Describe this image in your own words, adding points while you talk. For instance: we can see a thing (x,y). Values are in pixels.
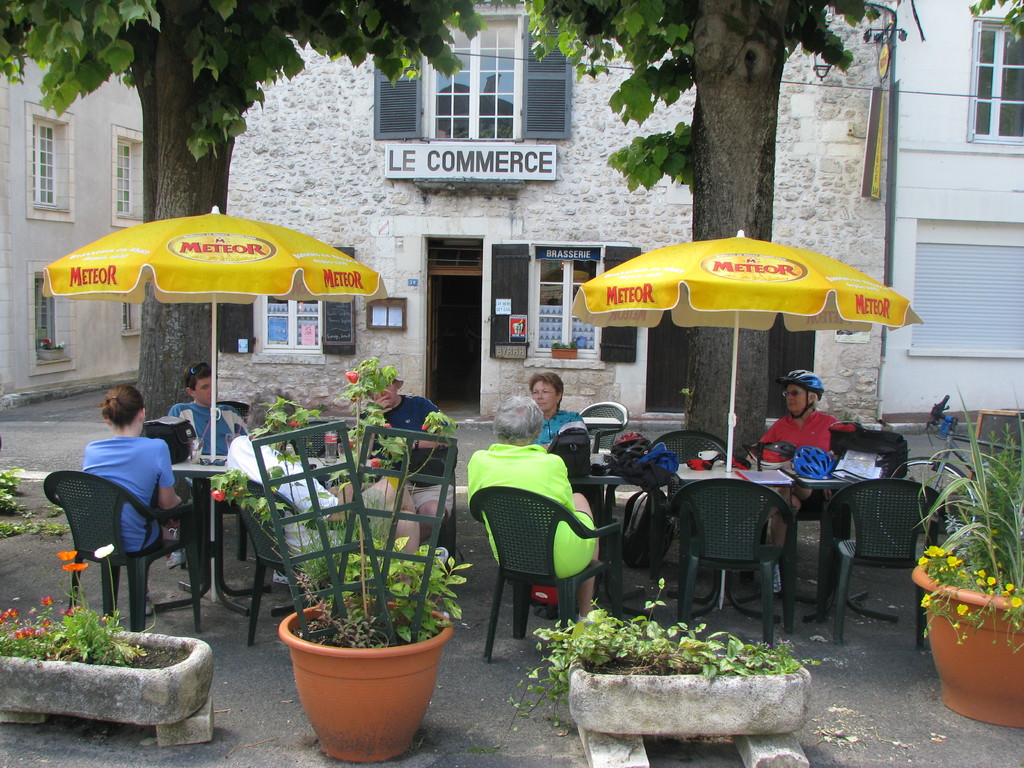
In the image we can see there are lot of people (228,427) who are sitting on chair (193,503) and in front of them there is a table (760,480) on which there is a helmet (780,464) and at the back (525,221) there is a building (499,232).
